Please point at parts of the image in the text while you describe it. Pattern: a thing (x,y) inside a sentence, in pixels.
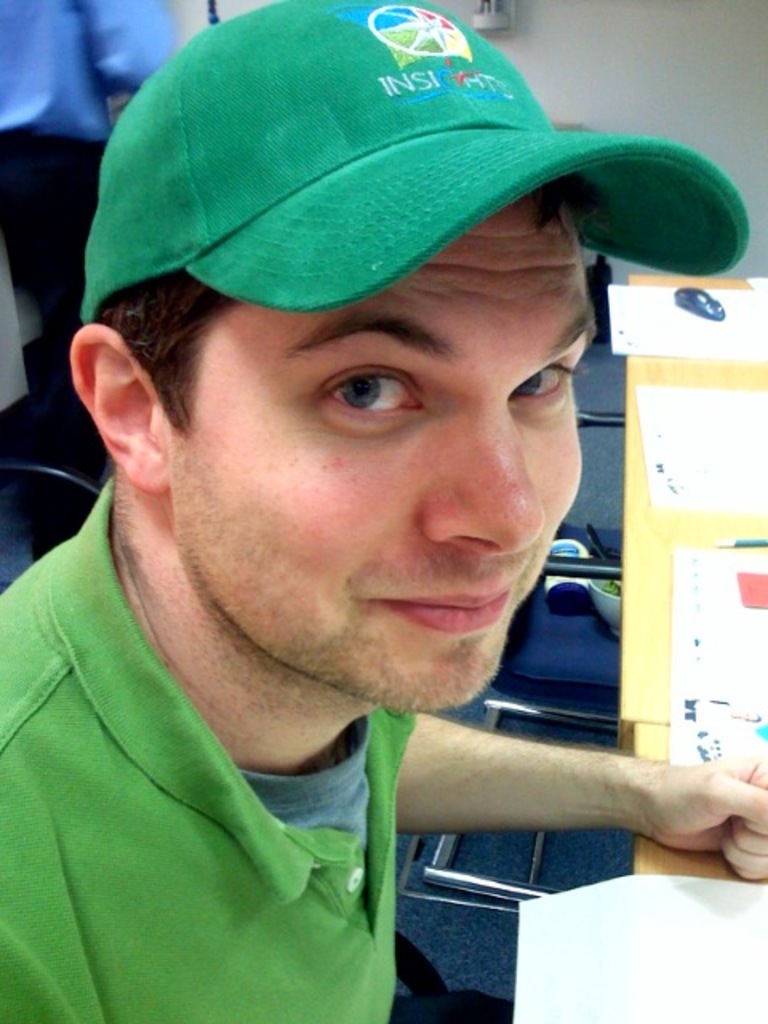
In this picture we can see a man (313,667) in the front (313,667), he wore a green color t-shirt (197,896) and green color cap (297,249), on the right side (638,610) there is a table (670,710), we can see some papers (694,429) present on the table (697,368), in the background (664,68) there is a wall (662,59), we can see another person (70,117) at the left top of the picture (51,32).
